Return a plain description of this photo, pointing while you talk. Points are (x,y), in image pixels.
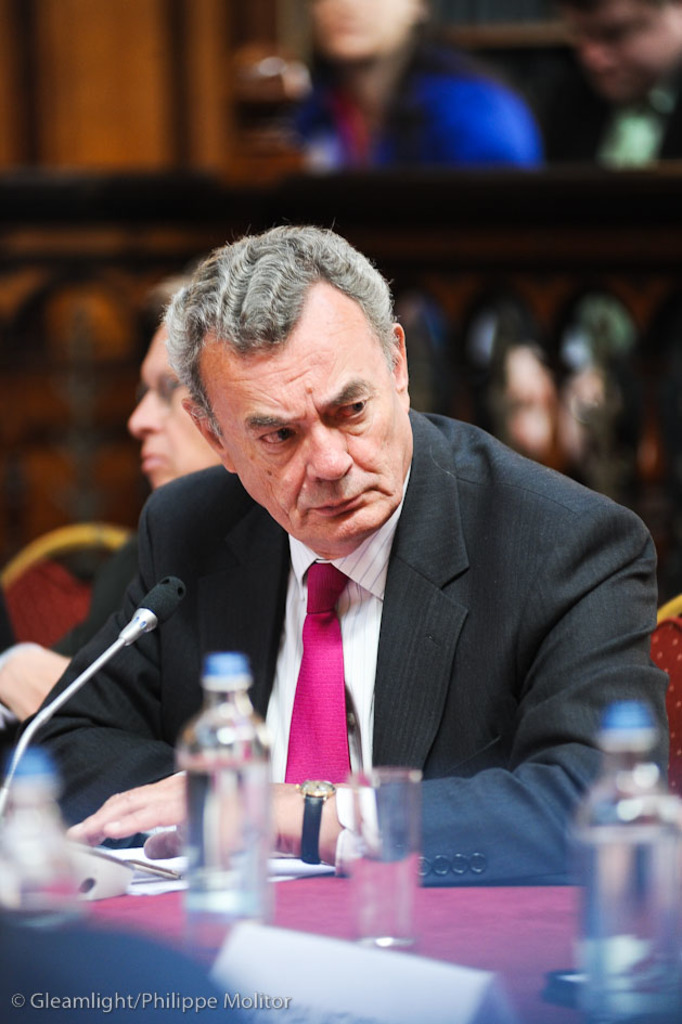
In this image i can see a person (398,562) sitting in front of a table (353,931), On the table (341,929) i can see a glass (370,864), a water bottle (234,848) and a microphone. In the background (165,432) i can see few persons (152,402) and a wall (175,145).
